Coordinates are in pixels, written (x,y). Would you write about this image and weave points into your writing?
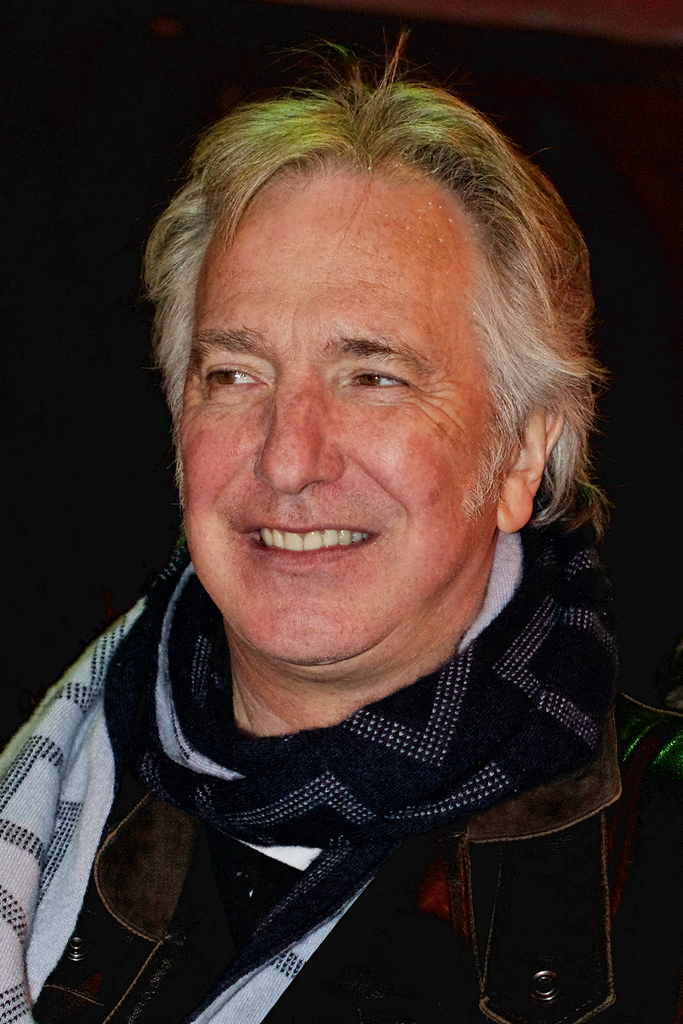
In the center of the image (354,568), we can see a man (360,791) wearing a scarf (273,833) and a coat (426,877) and smiling.
